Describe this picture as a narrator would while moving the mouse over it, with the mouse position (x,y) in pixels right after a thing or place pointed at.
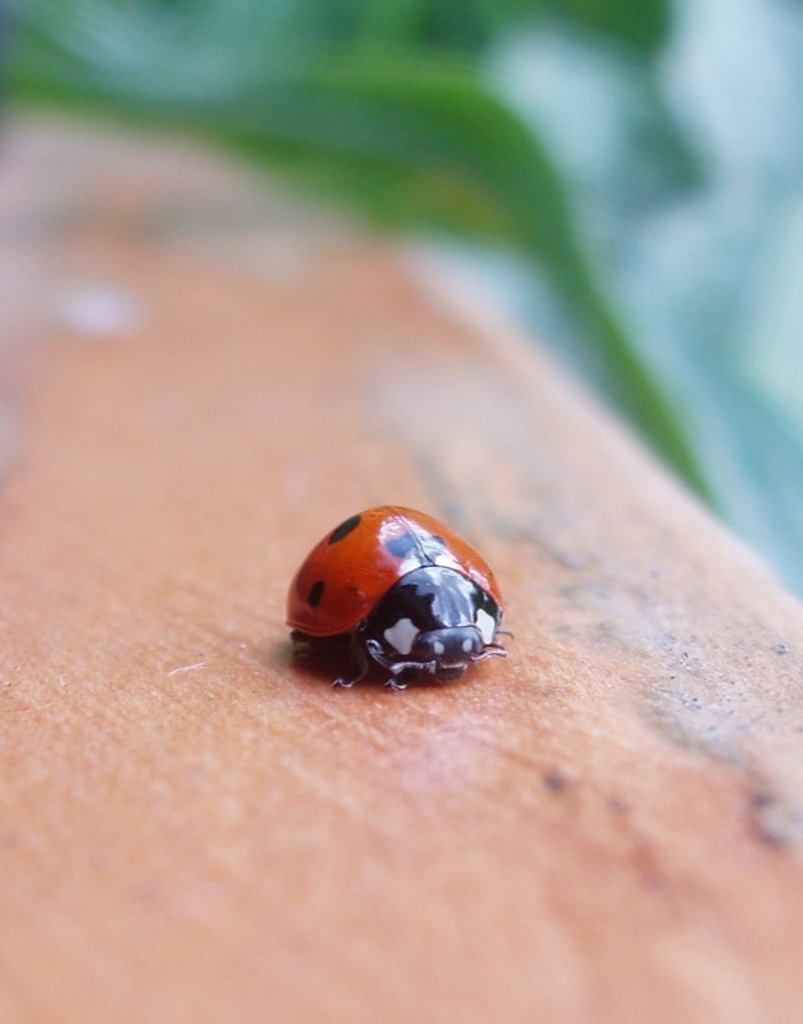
In this image is an insect (351,615) on the surface (249,281), there is a leaf (328,51) towards the top of the image (435,143), the top of the image (495,105) is blurred.
